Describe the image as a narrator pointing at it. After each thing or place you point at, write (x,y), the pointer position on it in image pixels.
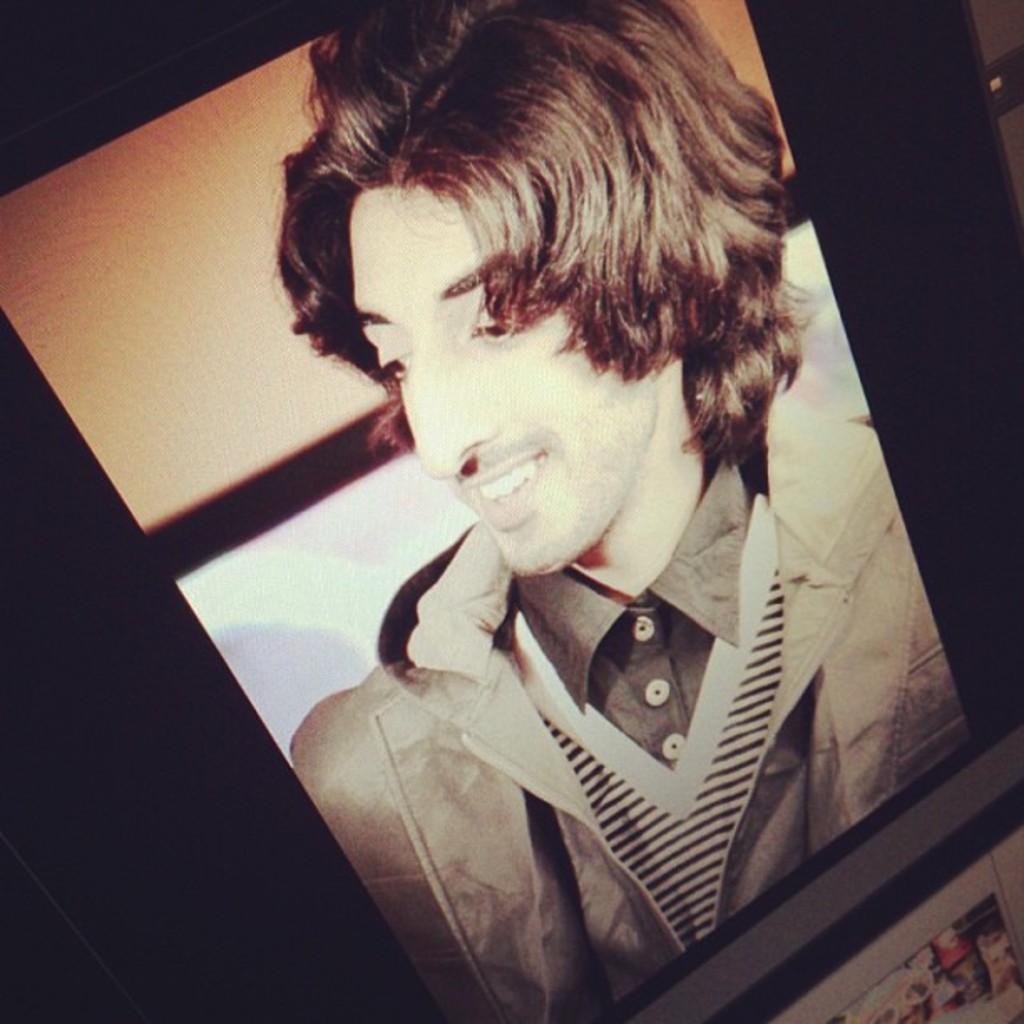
In this image I can see a picture of a man (437,458) and also he is smiling.
